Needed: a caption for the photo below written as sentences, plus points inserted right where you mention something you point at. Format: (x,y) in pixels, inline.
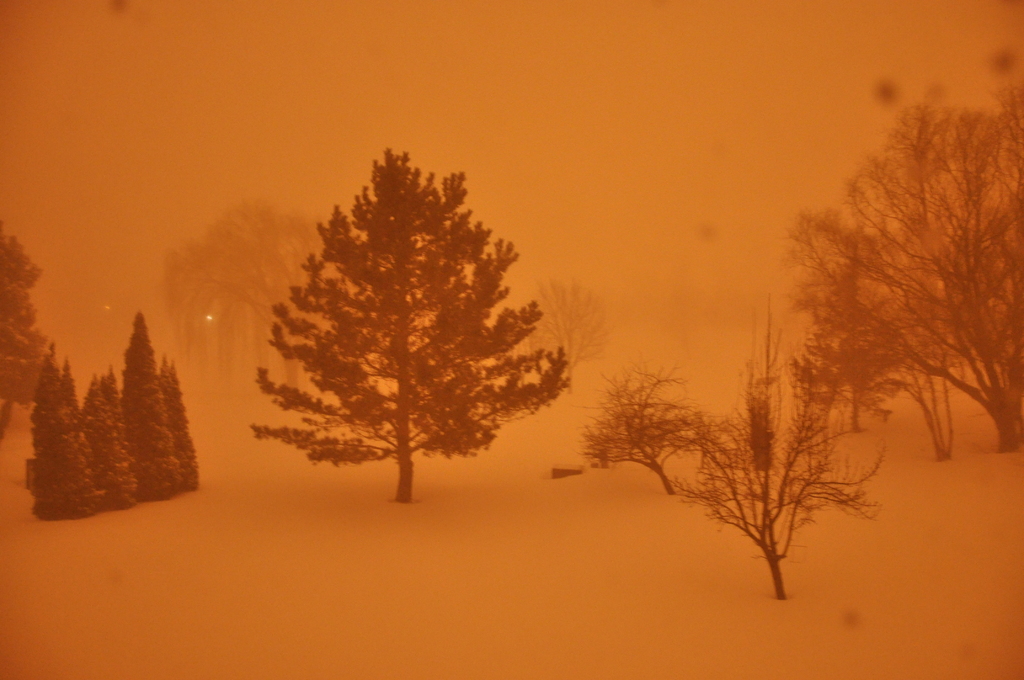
In this picture we can see trees (506,304) and in the background (635,358) we can see the fog (689,370).
